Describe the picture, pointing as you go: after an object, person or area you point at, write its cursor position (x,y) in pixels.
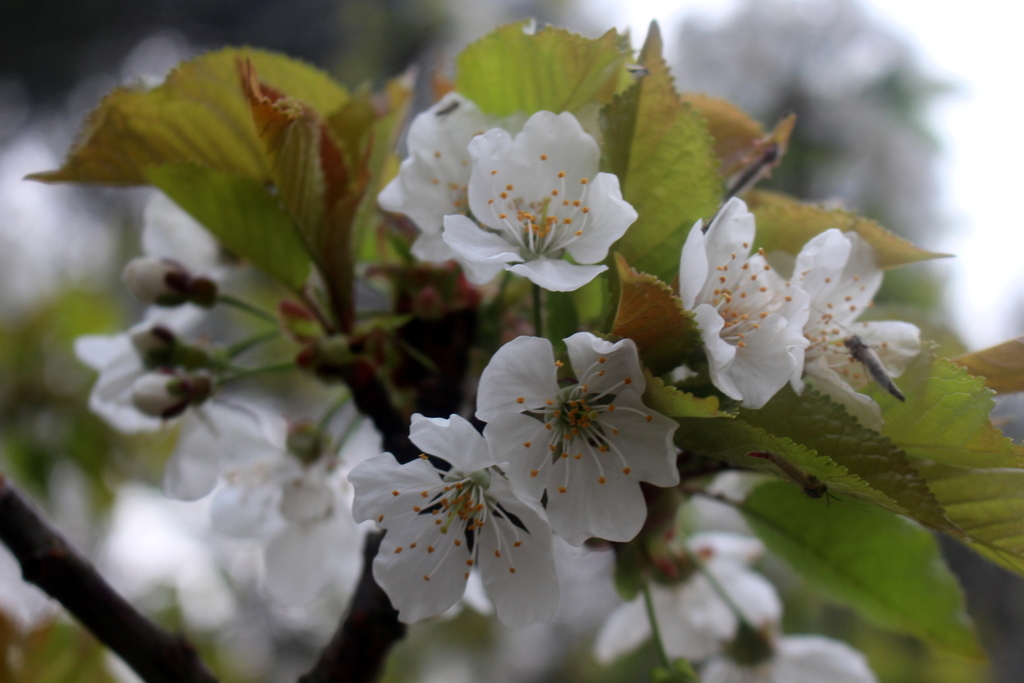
In this image I can see number of white colour flowers (558,212), green colour leaves (647,177) and I can also see this image is little bit blurry.
